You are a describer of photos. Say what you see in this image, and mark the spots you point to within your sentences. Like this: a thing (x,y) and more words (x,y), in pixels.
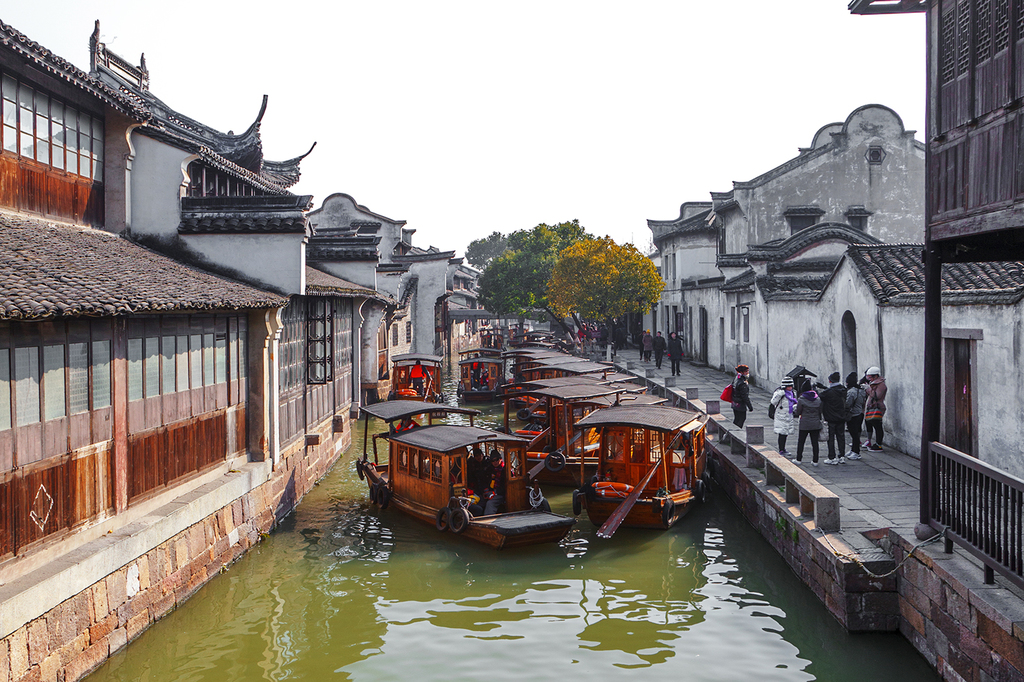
In this image we can see boats (454,483) on the water (552,564). On the sides there are buildings (91,251) with windows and doors (963,389). Also we can see people (812,390) on the sidewalk (864,460). Also there are railings (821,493). In the back (539,271) there are trees (581,296). And there is sky (398,92).
